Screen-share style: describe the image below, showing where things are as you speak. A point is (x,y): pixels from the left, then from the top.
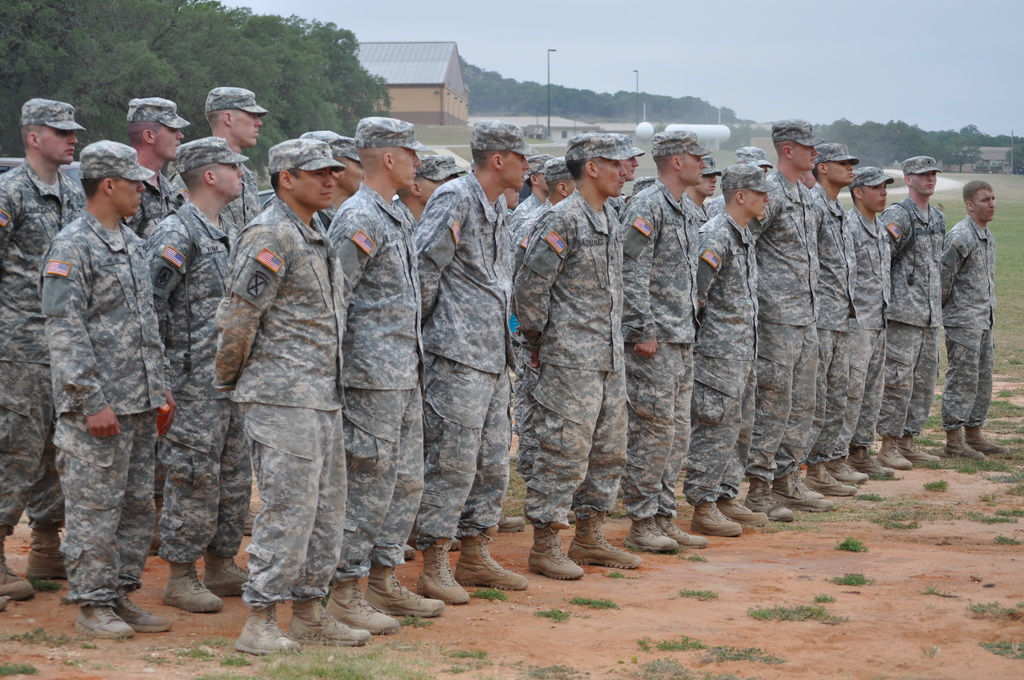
In this picture, we see men (357,332) in uniform (478,351) are standing on the ground (422,679). Behind them, we see trees (187,97). At the bottom of the picture (559,588), we see soil (657,617) and grass (223,645). There are trees (377,97), buildings (437,122) and poles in the background (896,131). At the top of the picture (854,58), we see the sky (843,43).
